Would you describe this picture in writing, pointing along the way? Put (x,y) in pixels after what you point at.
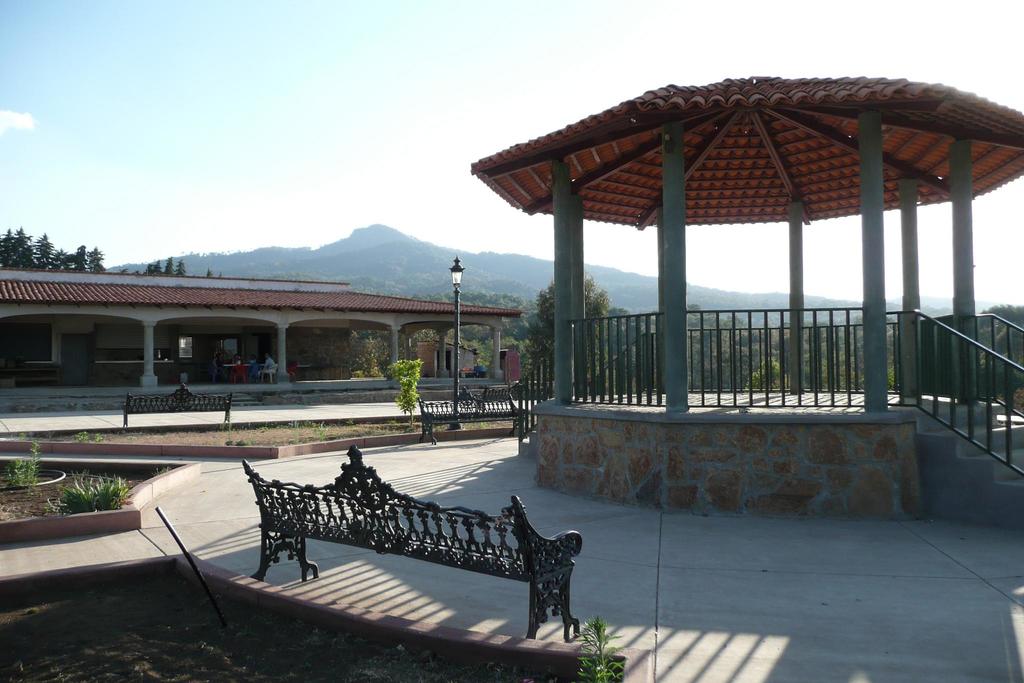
In this picture we can see benches (350,504), plants (415,381), light (455,288) on pole (457,355), pillars (879,376), railing (837,343), wall (696,447) and roof top (748,189). In the background of the image (207,353) we can see houses (427,358), person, chairs (236,374), pillars (281,364), trees (478,351), hill (421,275) and sky (446,115).
